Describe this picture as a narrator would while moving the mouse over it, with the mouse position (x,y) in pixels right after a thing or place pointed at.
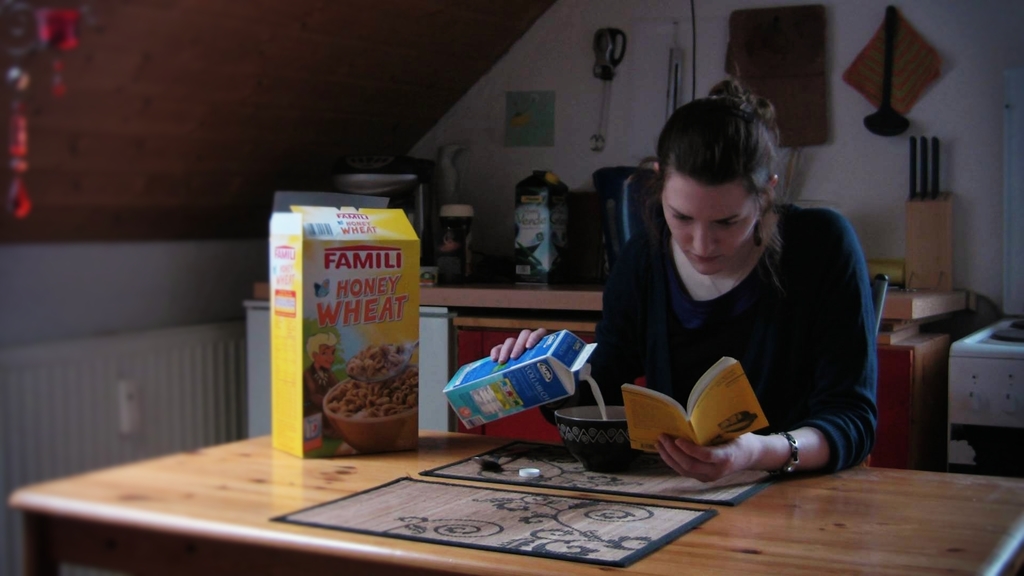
This is an inside view. Here I can see a woman (760,338) is sitting on a chair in front of the table (713,538). She is holding a book (700,427) in the hand (752,456) and looking into the book (678,408) and also she is holding a bottle (513,370) in the other hand (519,351) and pouring the milk (594,392) in a bowl (588,425) which is placed on the table (586,498). On the table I can see a box (329,350) and napkins (496,515). In the background (462,299) there is another table (912,317) on which a bottle (455,222), few boxes (544,248) and some other objects (941,250) are placed. At the top (768,40) there is a wall (662,94) on which few objects (754,70) are attached.
